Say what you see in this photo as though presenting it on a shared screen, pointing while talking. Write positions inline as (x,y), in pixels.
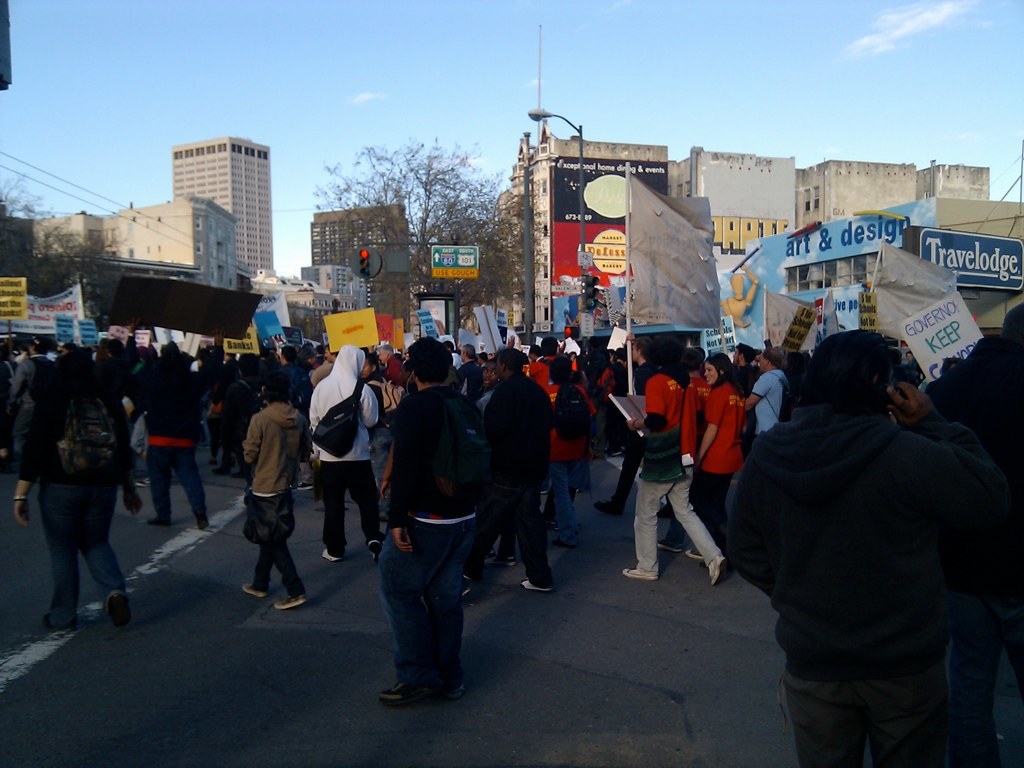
In this image we can see few people (286,451) on the road (267,678), some of them are holding board (950,337), some of them are holding banners (677,298), there are traffic lights (598,302), a street light (584,260), few buildings (238,245), boards (606,312) to the building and the sky (508,62) in the background (516,90).
